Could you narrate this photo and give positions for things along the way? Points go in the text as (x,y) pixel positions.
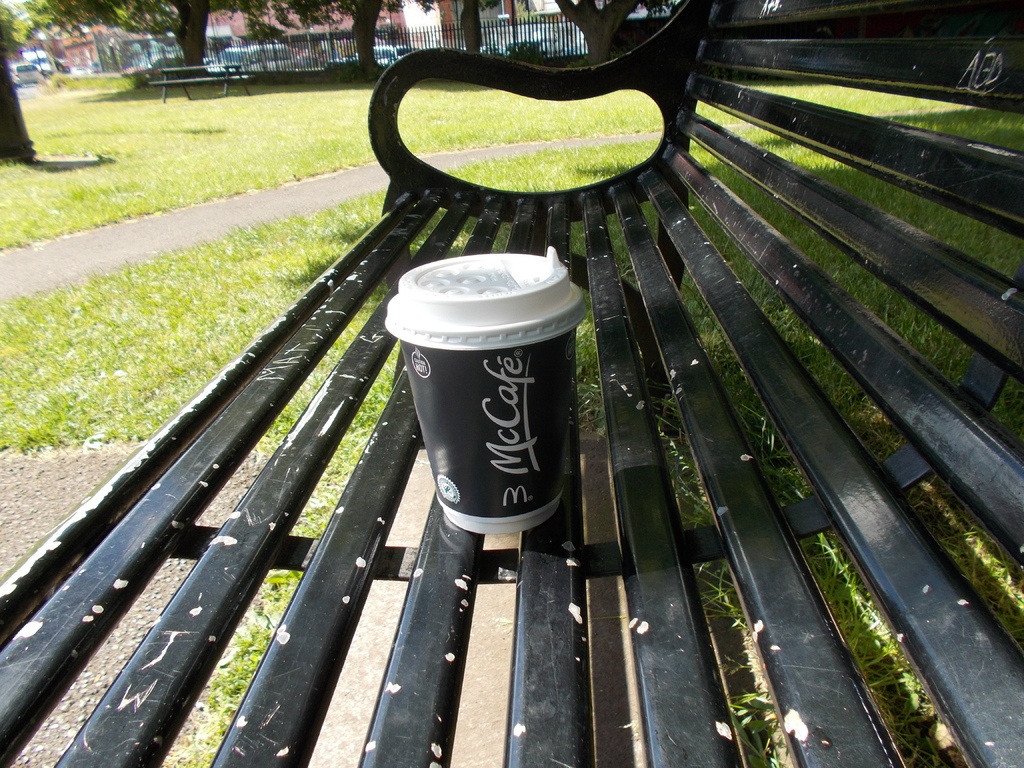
In front of the picture, we see a black color bench (572,454). On the bench (573,440), we see a black cup (410,337). Beside that, we see the grass (190,318). In the background (158,46), we see a bench (239,79), railing (300,64), trees (361,58), buildings (302,26) and vehicles (318,51) which are moving on the road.
